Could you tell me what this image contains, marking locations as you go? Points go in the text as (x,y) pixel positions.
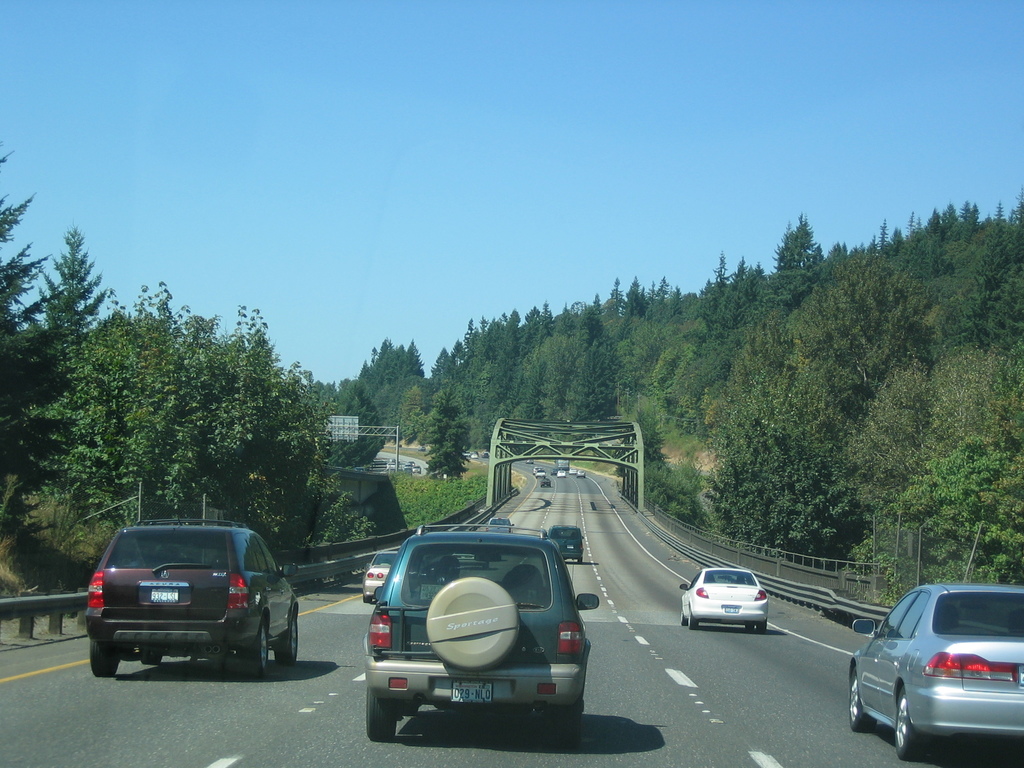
This picture is clicked outside. In the foreground (241,555) we can see the cars (485,606) running on the road (703,698). On both the sides we can see the metal fence (826,589) and we can see the trees (322,389) and plants (489,410). In the center (591,445) we can see the metal rods (556,445) and the vehicles (543,468) running on the road (595,482). On the left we can see the grass (480,488) and some objects (350,428). In the background (416,148) we can see the sky (624,232).
